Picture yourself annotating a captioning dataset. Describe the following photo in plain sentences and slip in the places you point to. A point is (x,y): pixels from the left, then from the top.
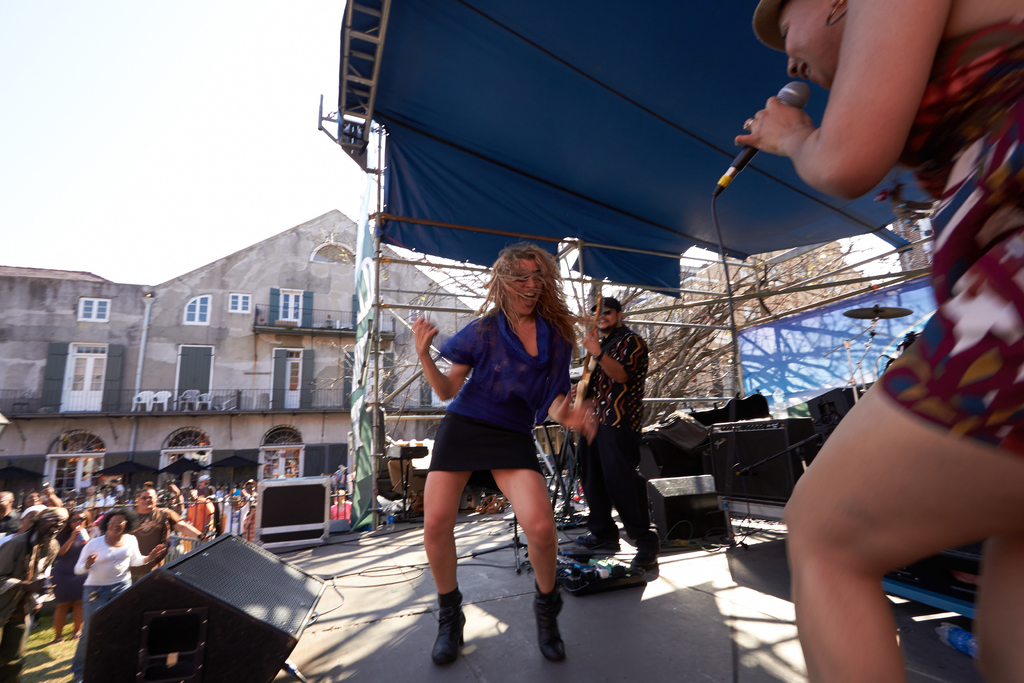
In this image I can see a woman (502,383) wearing blue dress (493,387), black skirt (464,438) and black shoe (448,602) and another woman (962,423) wearing dress (970,268) and holding a microphone (796,86) are standing. In the background (589,524) I can see a person (600,498) is standing and holding a guitar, the stage (367,601), few persons (109,528) standing on the ground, few speakers (205,562), the tent (507,169), few buildings (262,299), few windows (97,302), few trees (655,324) and the sky (131,133).
